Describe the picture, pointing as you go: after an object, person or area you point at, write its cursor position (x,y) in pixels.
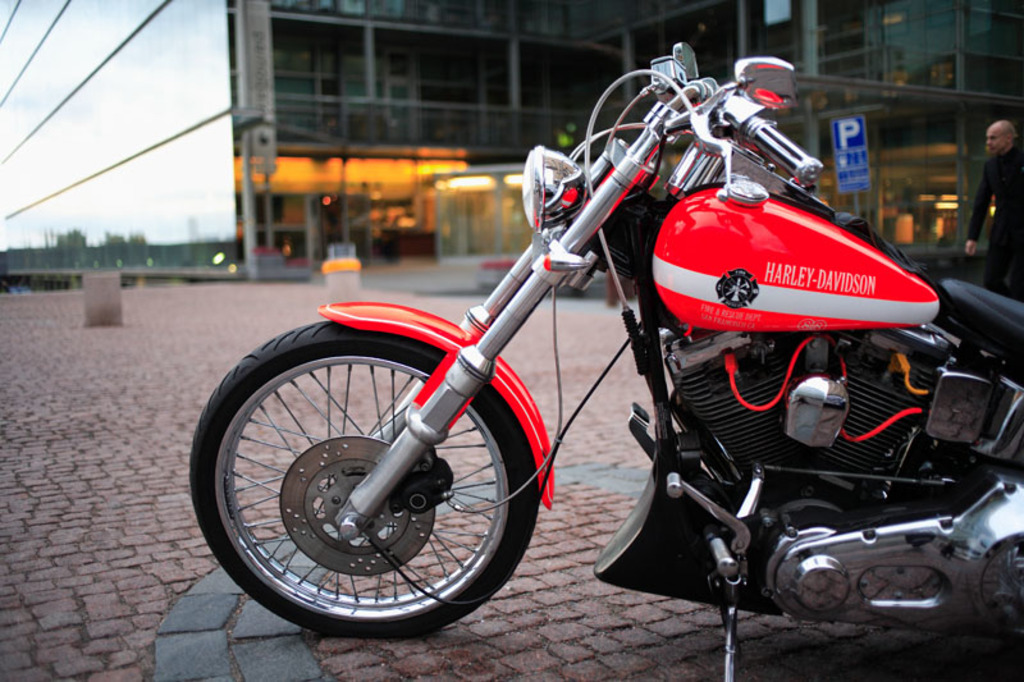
In this picture there is a red color Harley Davidson bike (803,318) in the right corner (830,377) and there is a building (620,57) in the background (623,87).
